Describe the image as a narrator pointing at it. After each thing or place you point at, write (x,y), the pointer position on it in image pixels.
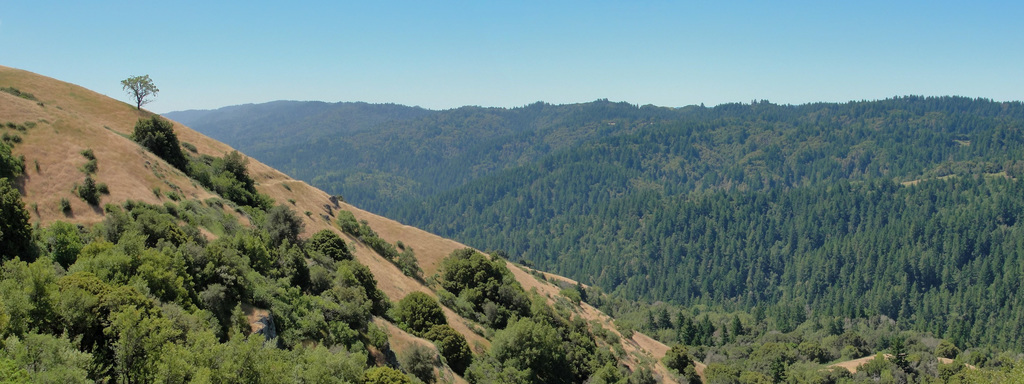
In this picture we can see some trees (641,194) here, there is the sky (590,43) at the top of the picture (598,40).
